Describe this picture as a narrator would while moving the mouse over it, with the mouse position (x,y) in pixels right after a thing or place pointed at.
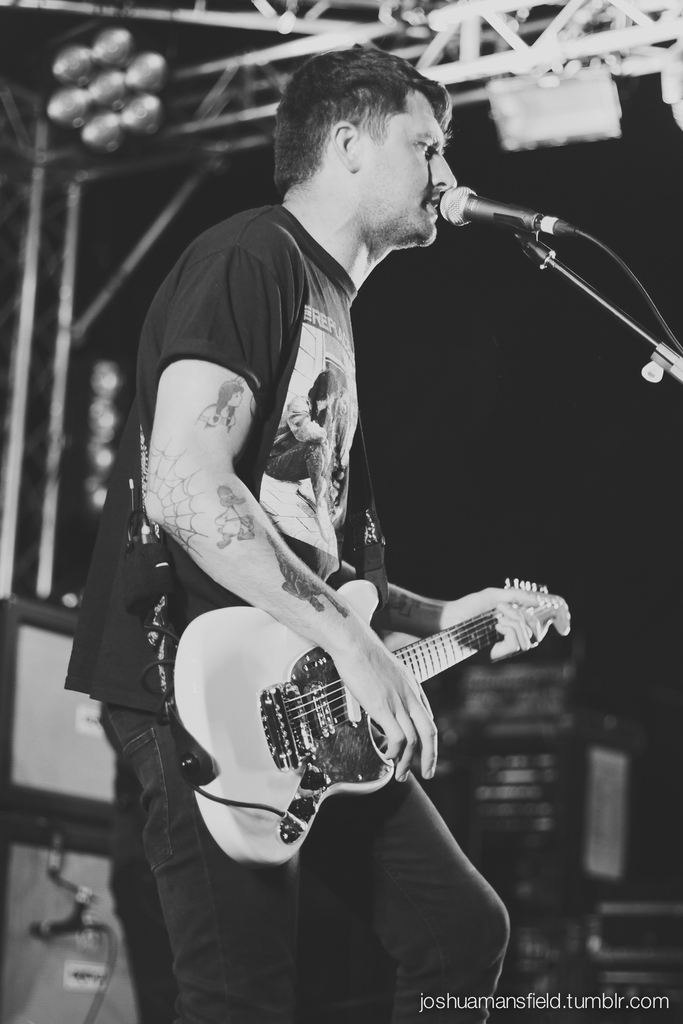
The person (331,347) wearing black T-shirt (312,434) holding a guitar (414,667) in his hand (327,611) and singing in front of a mike (453,206) and there are also tattoos (227,505) on his right hand (296,567) and in background (125,102) there are lights (125,102) which are not turned on.
